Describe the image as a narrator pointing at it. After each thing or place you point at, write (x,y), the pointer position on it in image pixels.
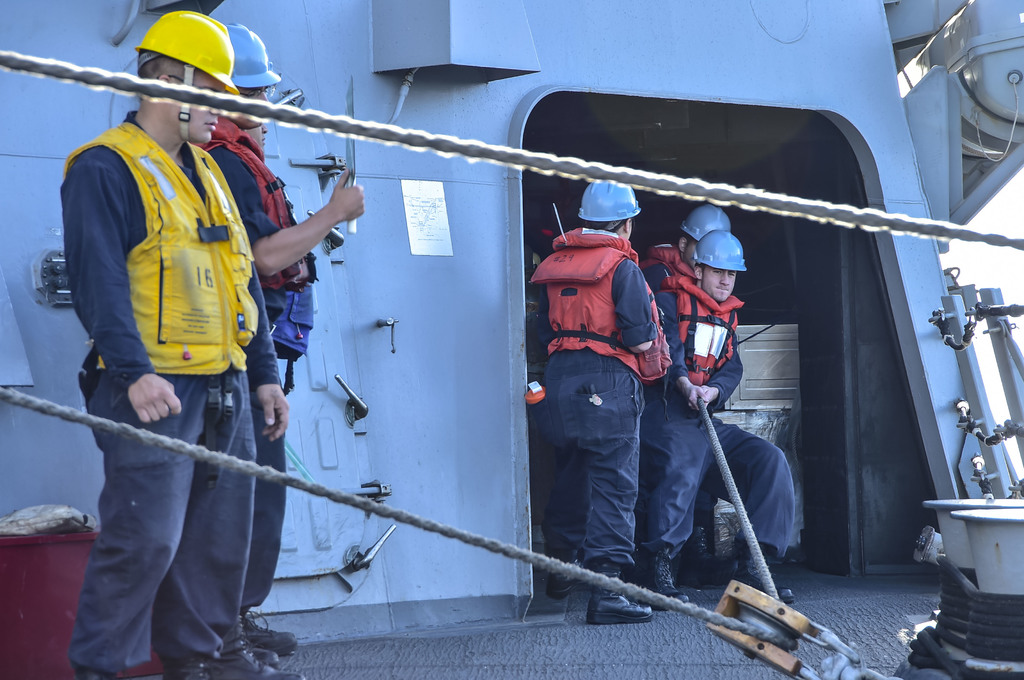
In this image we can see some person (208,604) wearing jackets (227,317), helmets (228,89) standing, in the background of the image (671,486) there are some persons (657,347) pulling rope (732,481) with their hands (691,388) and we can see some objects (352,229).
